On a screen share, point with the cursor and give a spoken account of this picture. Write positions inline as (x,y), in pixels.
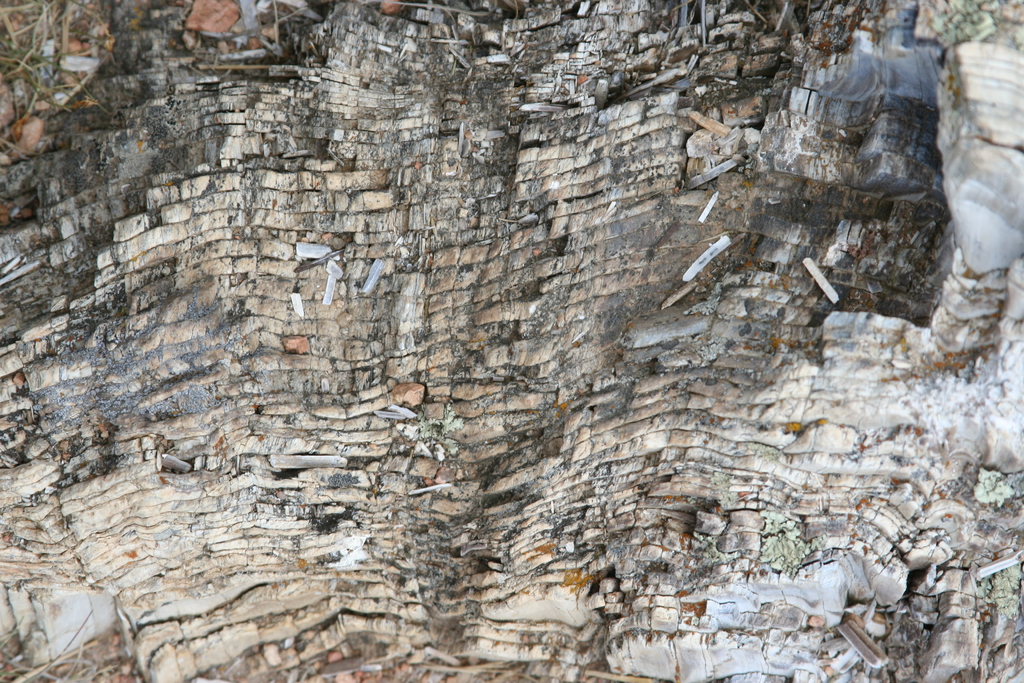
There is an outcrop (636,407).
